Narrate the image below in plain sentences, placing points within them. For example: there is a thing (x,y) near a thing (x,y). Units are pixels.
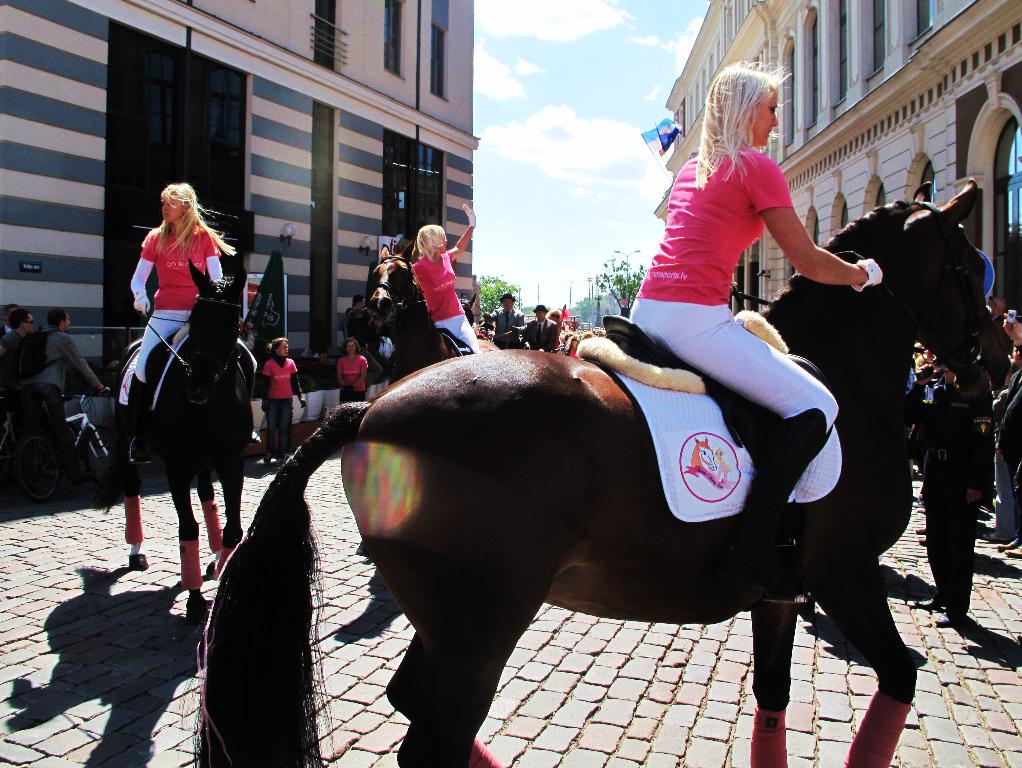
In this image there are three women (878,260) sitting on horse (211,741). At the right side (970,544) there are few people (961,598) standing. Left side (57,337) there is a person (53,390) carrying a bag (41,342) is holding a bicycle (54,457). Left side (10,381) there are few persons (278,352) standing. Both sides of image there are buildings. Background (550,245) there are few trees (614,291) and sky (560,269) having some clouds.
